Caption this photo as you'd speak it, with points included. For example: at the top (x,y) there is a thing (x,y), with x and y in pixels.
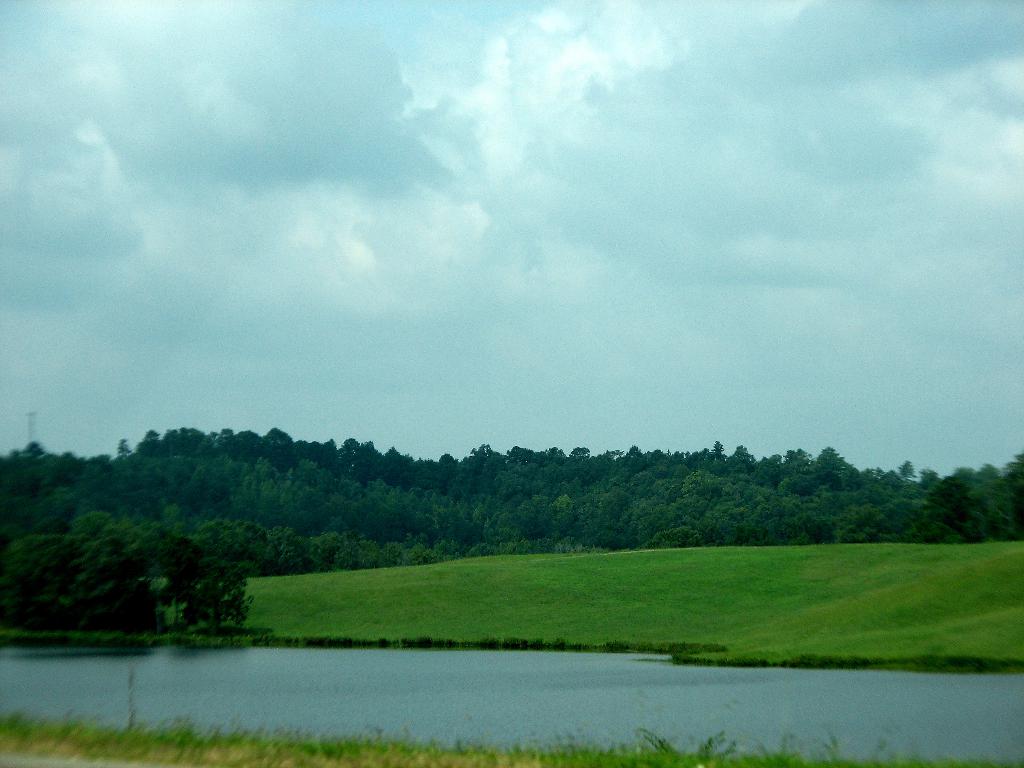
In this picture we can see grass (164,764) on the ground (800,624). We can see water (127,661), plants (13,631), trees (384,495) and the cloudy sky (532,281).
